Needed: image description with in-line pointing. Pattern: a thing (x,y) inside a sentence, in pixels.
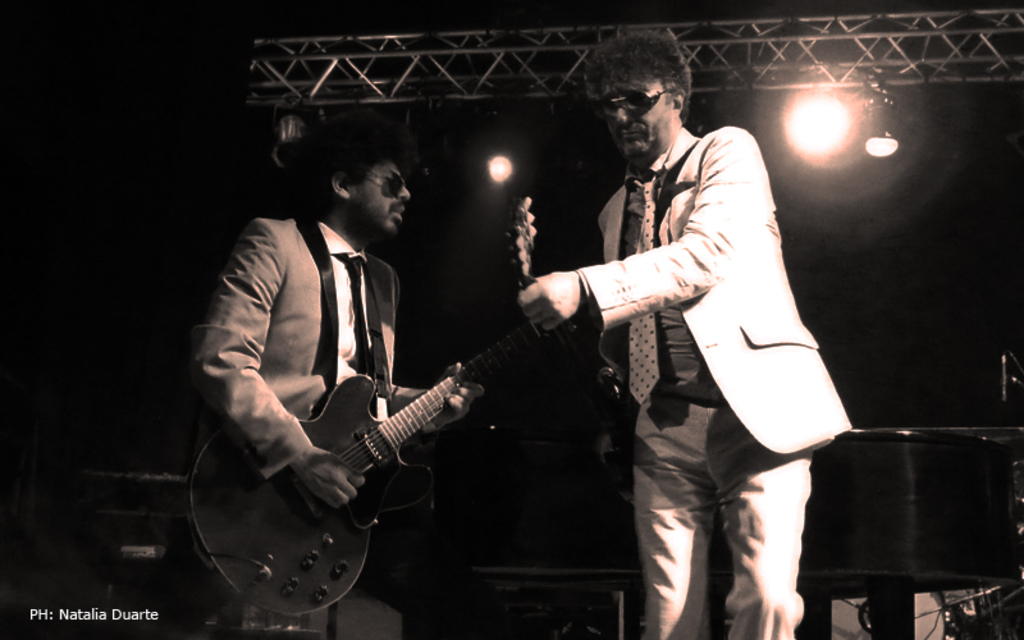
In this picture we can see two man (347,219) where one is playing guitar (228,469) and the other man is standing and background (351,73) we can see pillar (851,86), light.
